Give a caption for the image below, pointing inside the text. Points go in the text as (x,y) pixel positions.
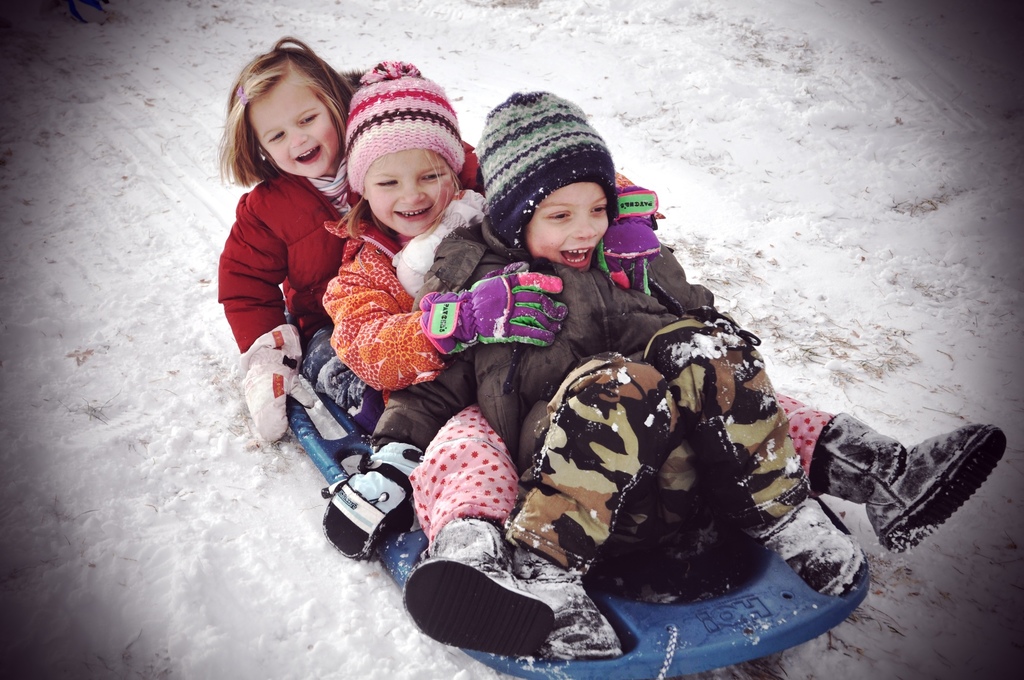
3 Kids (422,317) are playing in the snow (367,568), they wore coats (528,261), caps (399,63). This is the snow (180,487).
